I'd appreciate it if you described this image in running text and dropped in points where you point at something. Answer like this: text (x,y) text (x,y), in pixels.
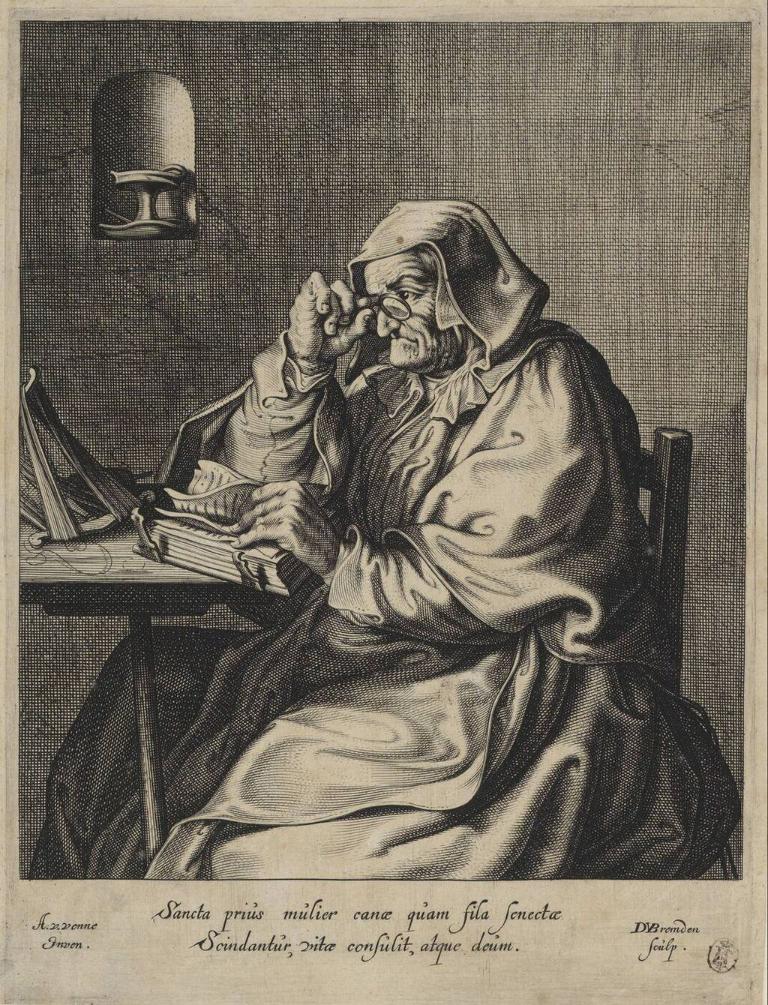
In this image there is a sketch (396,574) of a person (326,487) sitting in a chair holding a book (211,542) on the table (214,593) in front of her with some text (237,914) written beneath the sketch (413,626) and there is a lamp (170,239) on the wall (202,245).
